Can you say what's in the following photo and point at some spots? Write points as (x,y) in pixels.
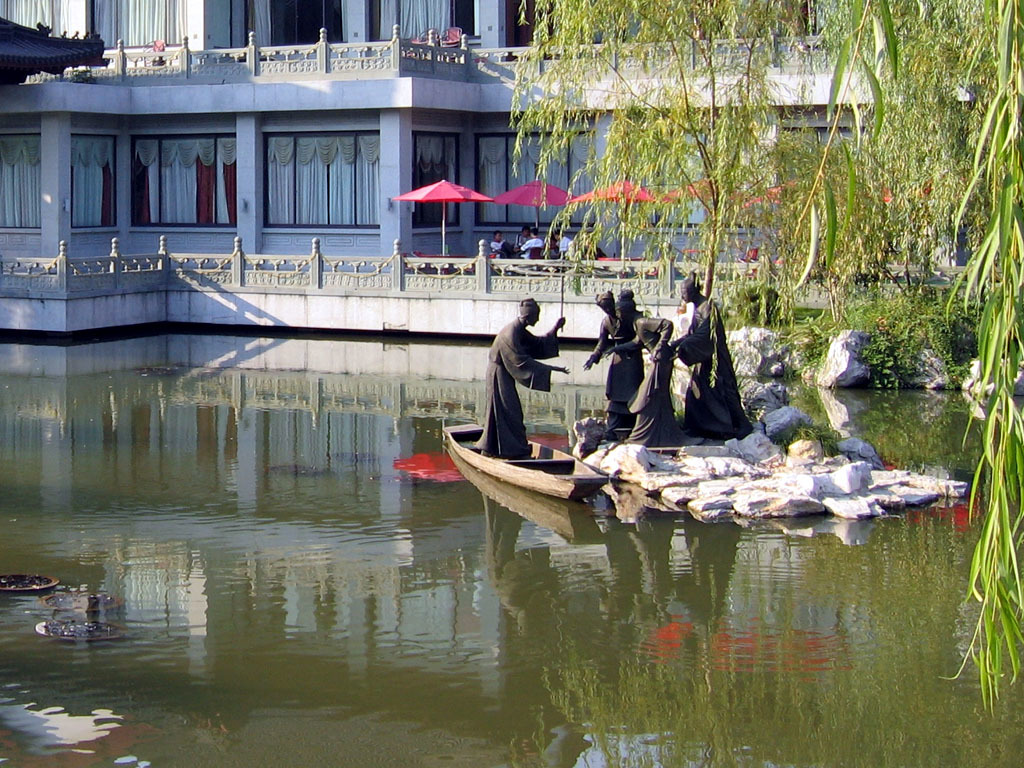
In this picture there are statues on the right side of the image (713,406), on rocks (737,362), there is water (970,394) at the bottom side of the image (441,598) and there are buildings (91,124) in the background area of the image (601,94), there are trees (850,211) on the right side of the image (1004,127), there are people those who are sitting at the top side of the image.
